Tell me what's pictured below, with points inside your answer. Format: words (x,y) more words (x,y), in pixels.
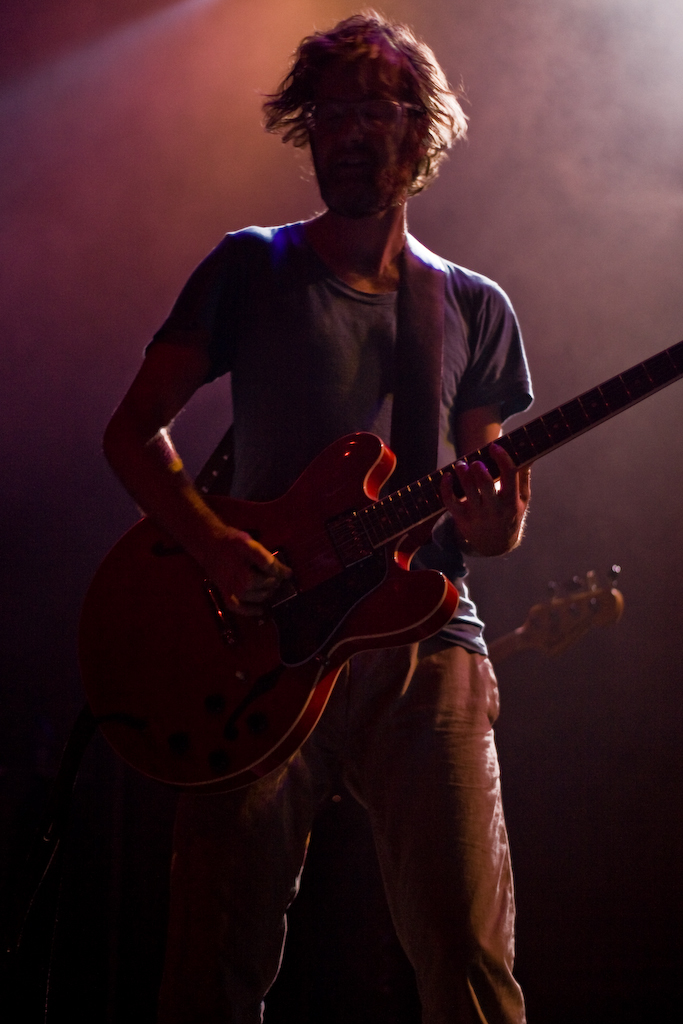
This picture shows a man (272,125) playing a guitar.
